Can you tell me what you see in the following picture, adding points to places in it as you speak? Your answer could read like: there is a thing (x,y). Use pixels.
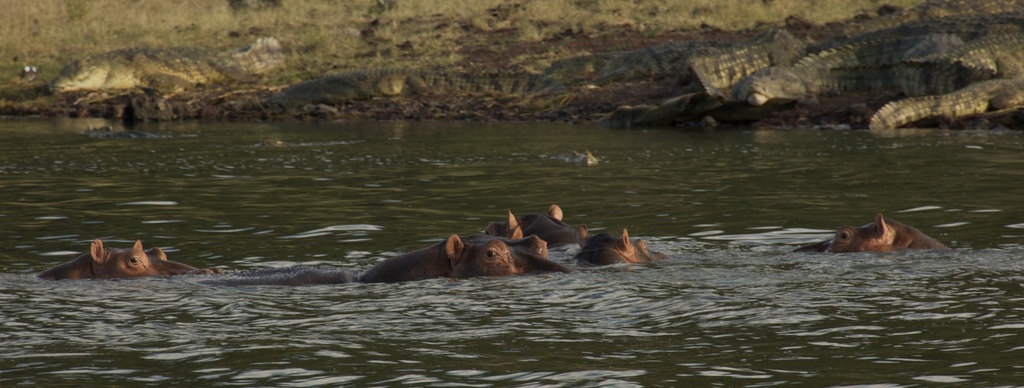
In this image we can see few animals (500,254) in the water (406,202) and in the background (155,74) there are few animals (155,74) on the ground (612,48) looks like crocodiles (788,40).
